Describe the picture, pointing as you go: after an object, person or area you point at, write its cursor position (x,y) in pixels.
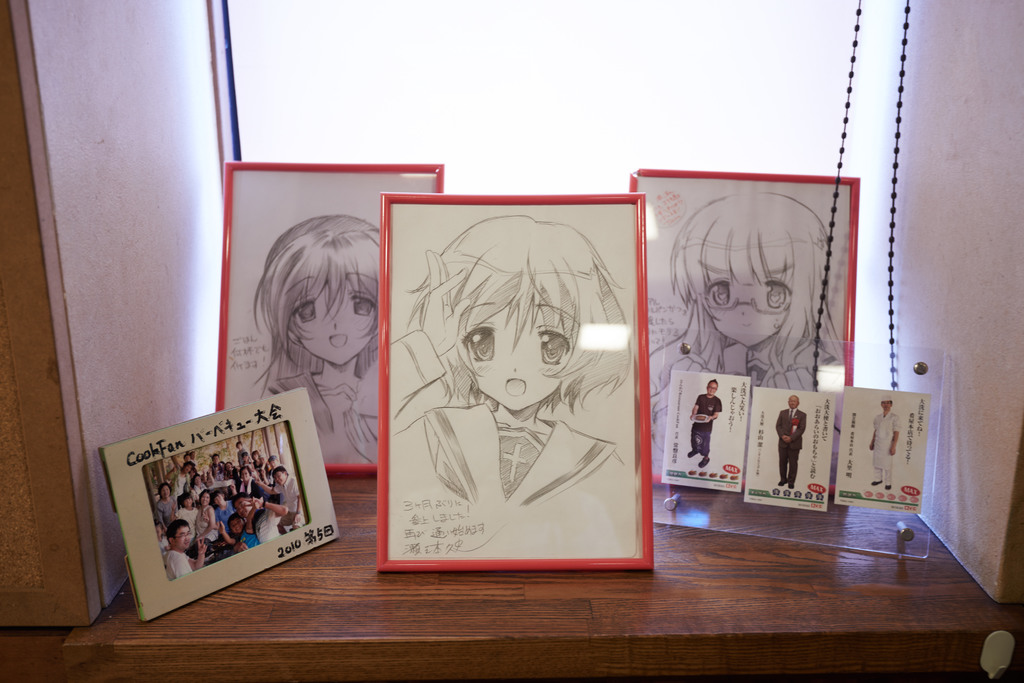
We can see frames (393,354) on the wooden surface (457,586) and we can see walls (943,448). In the background (436,80) it is white.
